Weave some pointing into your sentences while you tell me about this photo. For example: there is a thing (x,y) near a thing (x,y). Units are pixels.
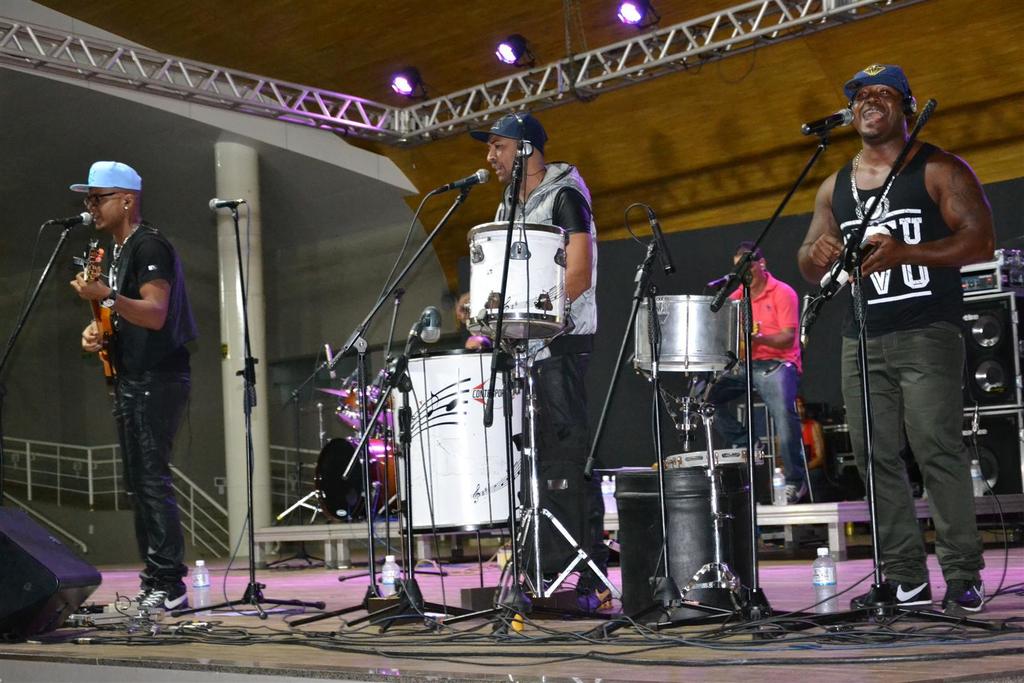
This picture describes about group of people (935,288) they are musicians (569,200) they are playing instruments (544,239) in front of microphone (429,315) we can see water bottles (201,605), metal rods (312,118) and lights (403,79) in this image.
